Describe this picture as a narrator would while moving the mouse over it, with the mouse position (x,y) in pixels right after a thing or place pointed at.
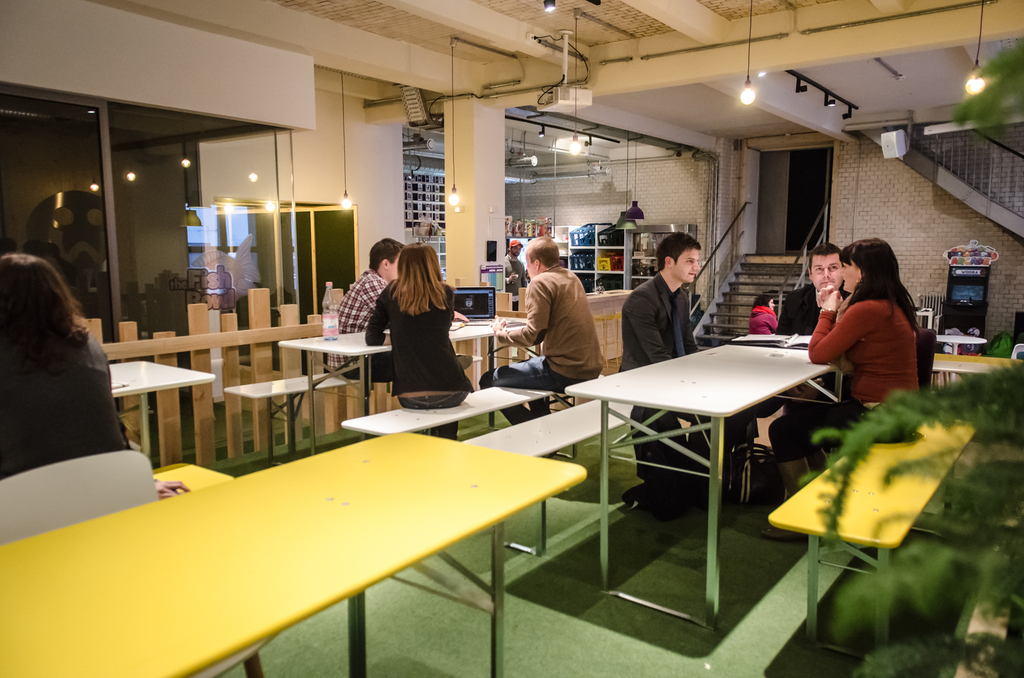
There are group of persons (568,334) sitting on the tables (706,359) in a room (700,313) at the background of the image (608,246) there are lights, shelves (425,199) and at the middle of the image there is a staircase (752,291).
